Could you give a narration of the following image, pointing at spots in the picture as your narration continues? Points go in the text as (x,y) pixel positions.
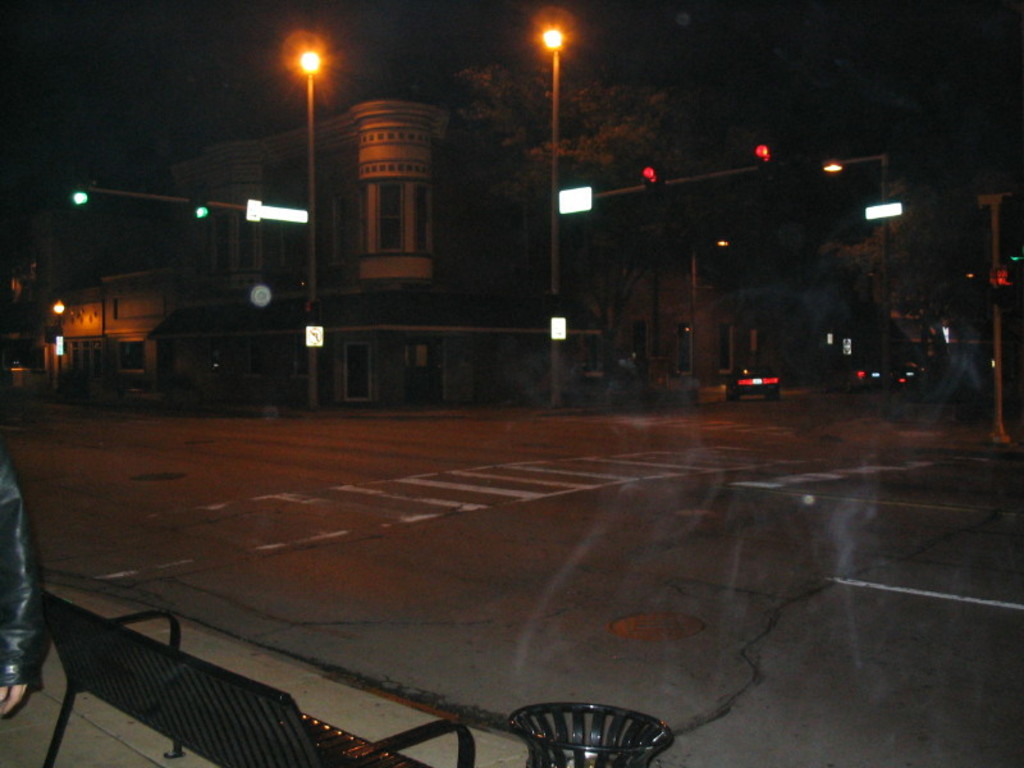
In this image, we can see the road (1021,638), we can see a bench (211,681) on the left side (169,672), there are some street lights (310,112), we can see cars (769,394) on the road (673,413), there are some buildings (295,287).
